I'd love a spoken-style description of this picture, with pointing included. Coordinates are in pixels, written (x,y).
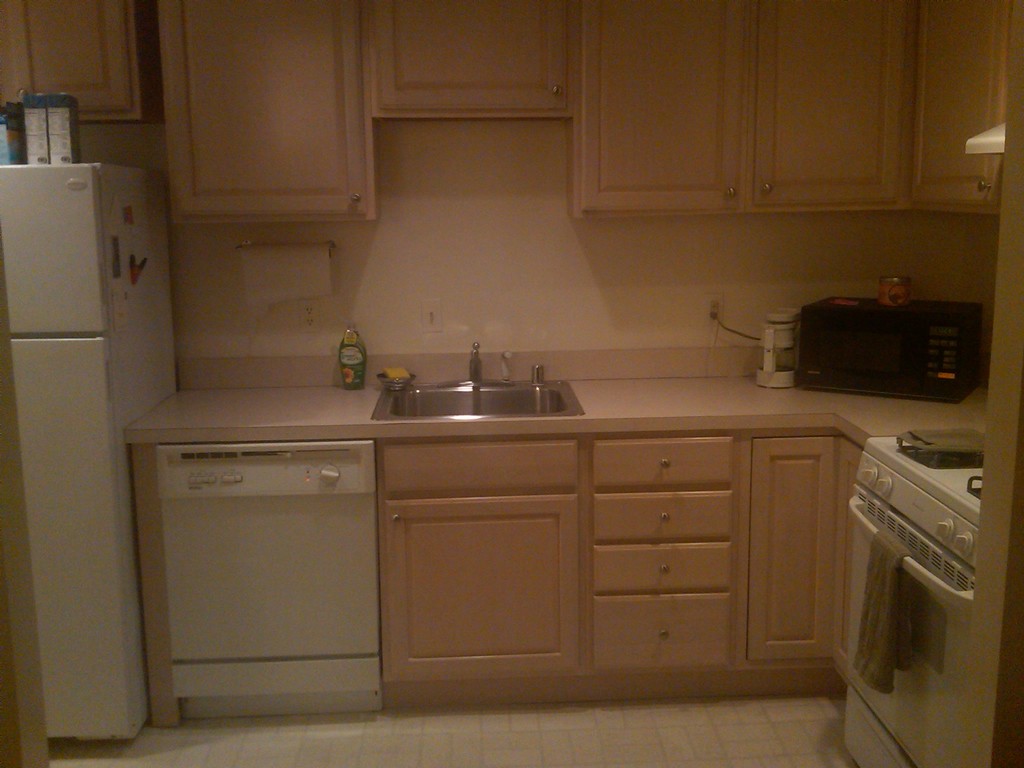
In this image I can see a fridge (88,511), bottles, kitchen cabinet (520,538), sink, grinder (772,363) and a micro oven (871,375) on it. In the background (942,130) I can see shelves (783,131). This image is taken may be in a room (351,262).
